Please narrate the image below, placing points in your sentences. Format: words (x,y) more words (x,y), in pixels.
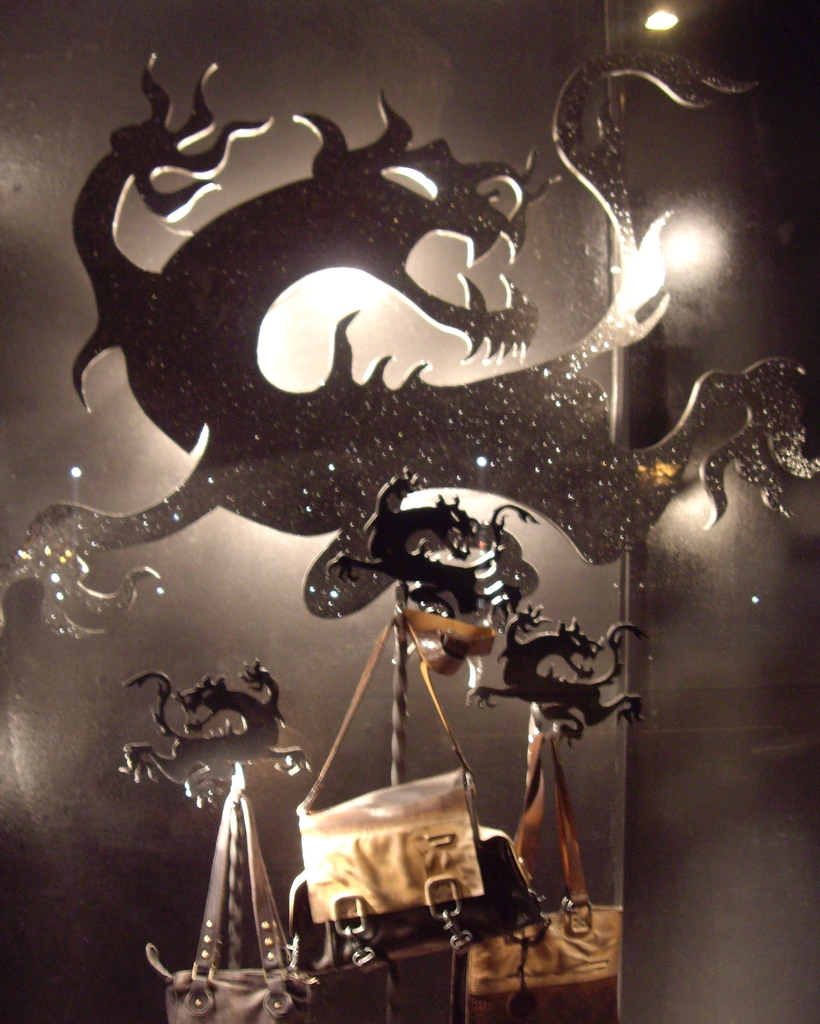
This is the picture of a stand (267,735) which is in dragon shape and there are some handbags (401,797) Hanged to it.
